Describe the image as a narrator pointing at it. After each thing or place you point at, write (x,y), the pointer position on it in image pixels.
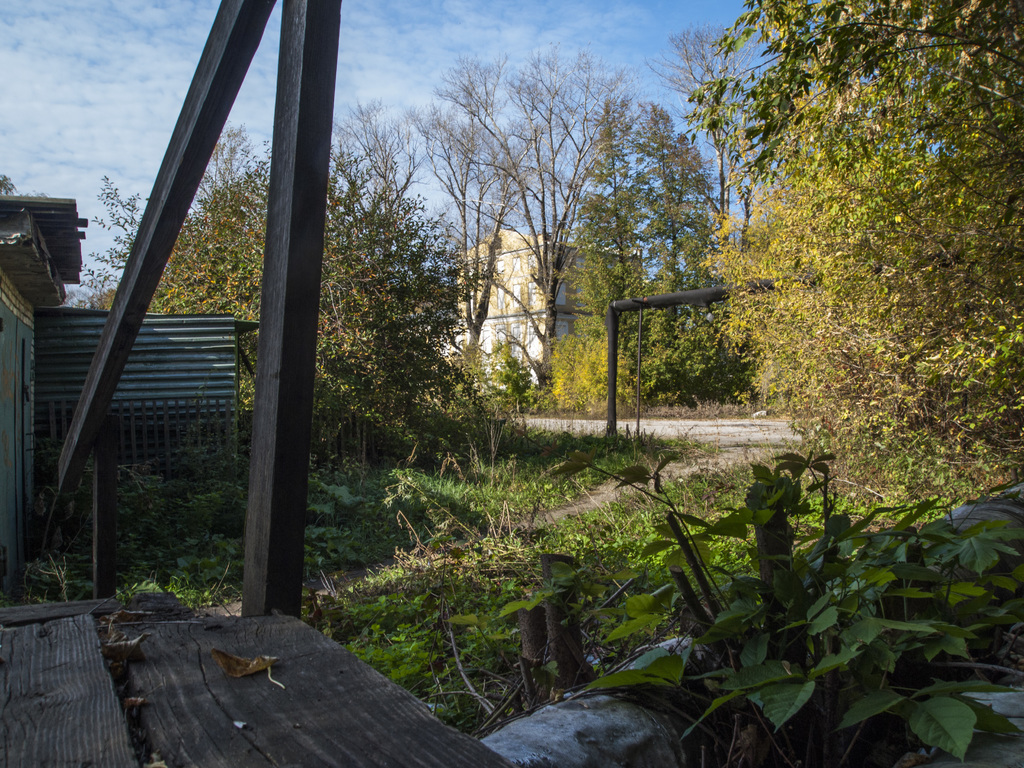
In this picture we can see trees (951,412), wooden planks (239,624), roof sheets (85,314), building (507,306), grass (559,434) and in the background (353,79) we can see the sky (351,111) with clouds (19,81).
